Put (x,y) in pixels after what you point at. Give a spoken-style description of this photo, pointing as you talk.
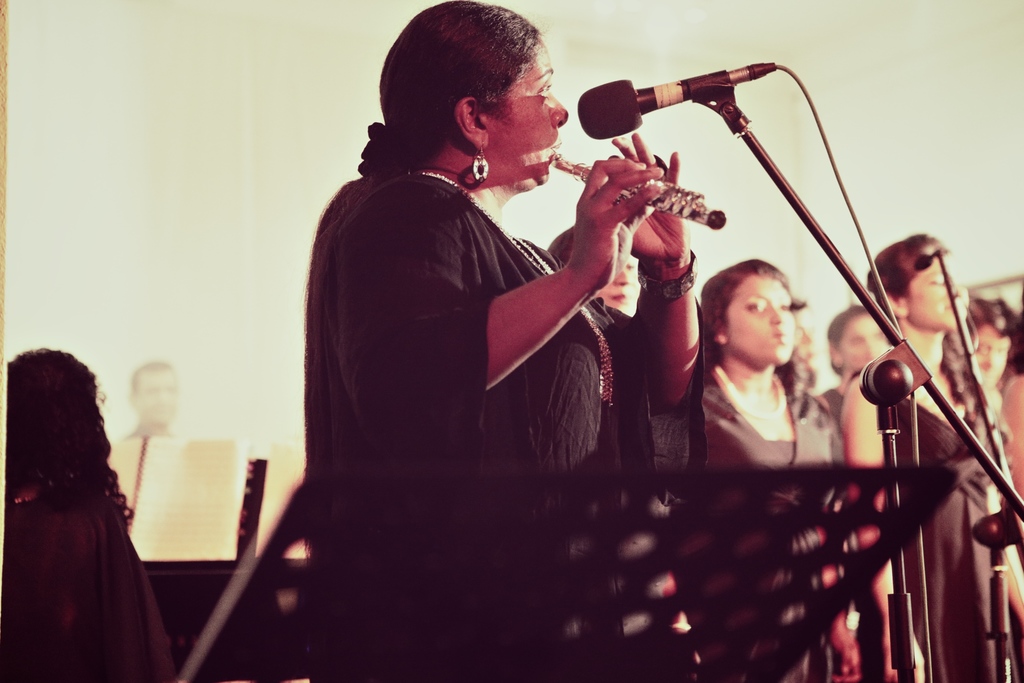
In this image a woman (607,243) is standing. She is holding a flute (714,223) in her hand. Before her there is a mike stand (887,367). Beside her there are few persons (798,362) standing. Bottom of the image (696,586) there is a board (595,593) on the stand (553,636). Left side (48,643) there is a person (52,576). Before her there is a book (165,551) on the stand (157,576). Background (174,403) there is a screen (175,385) having the picture (162,398) of a person (147,390).
